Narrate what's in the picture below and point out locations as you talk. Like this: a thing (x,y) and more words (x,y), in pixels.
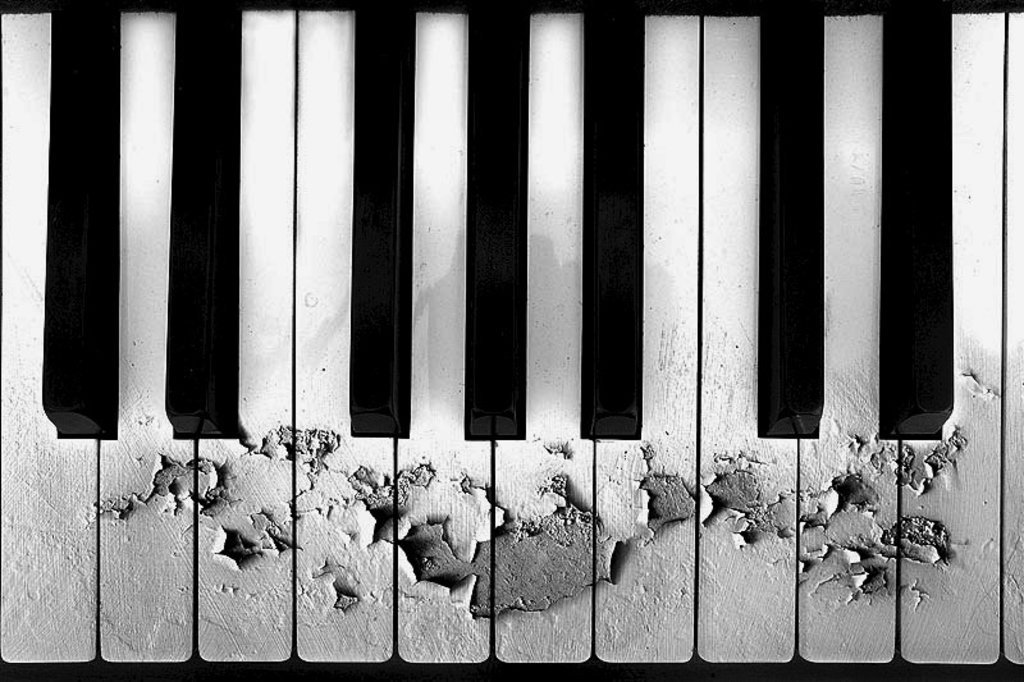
In this picture we can see a piano key board (535,235) with black and white keys (452,253) and this is made of wood (337,627) where some part (518,567) is removed.
